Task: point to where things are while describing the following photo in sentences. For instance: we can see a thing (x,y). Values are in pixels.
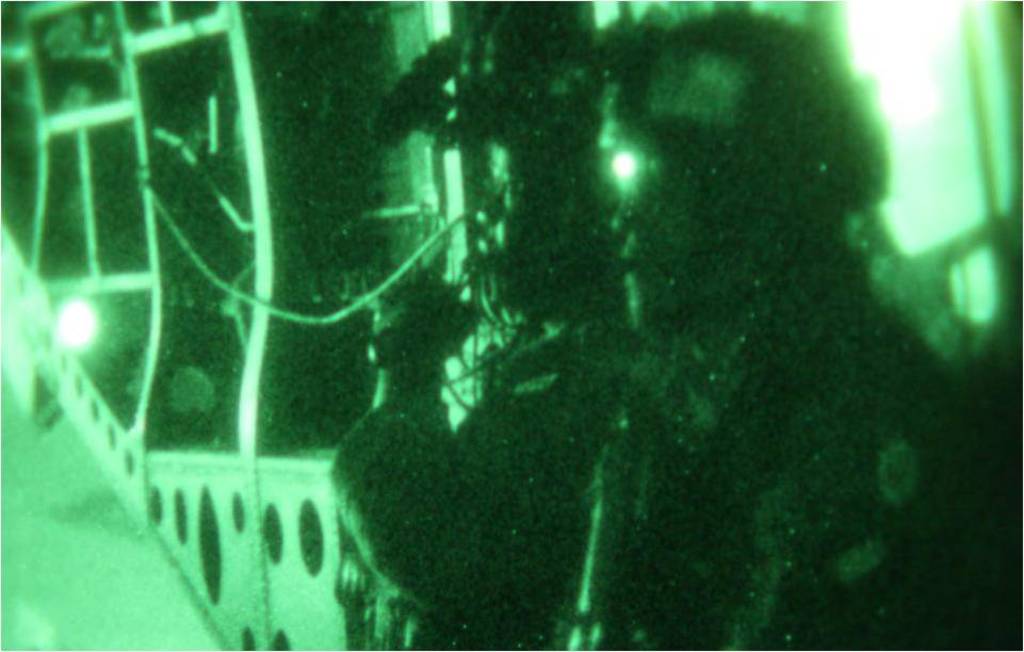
This is a blur picture, at the right side (882,590) we can see two persons (646,496) and there are some lights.
